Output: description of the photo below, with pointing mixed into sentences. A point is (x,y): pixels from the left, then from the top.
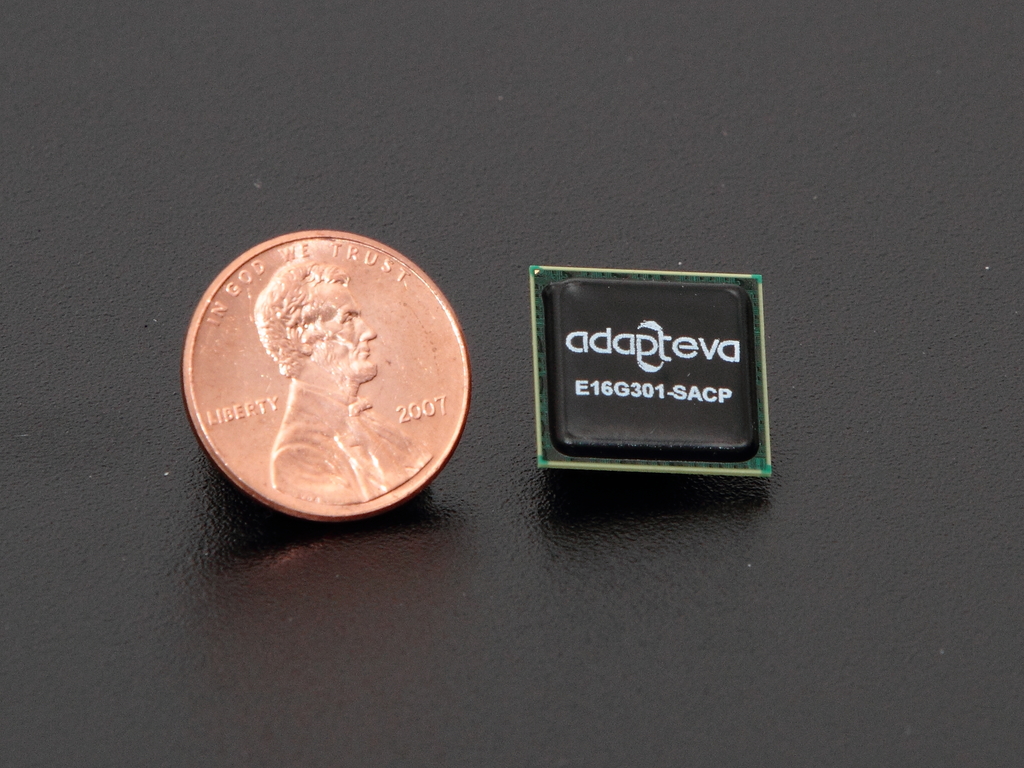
In this image in the center (410,342) there is one coin (248,360) and chip (694,399), and there is black background (898,253).
